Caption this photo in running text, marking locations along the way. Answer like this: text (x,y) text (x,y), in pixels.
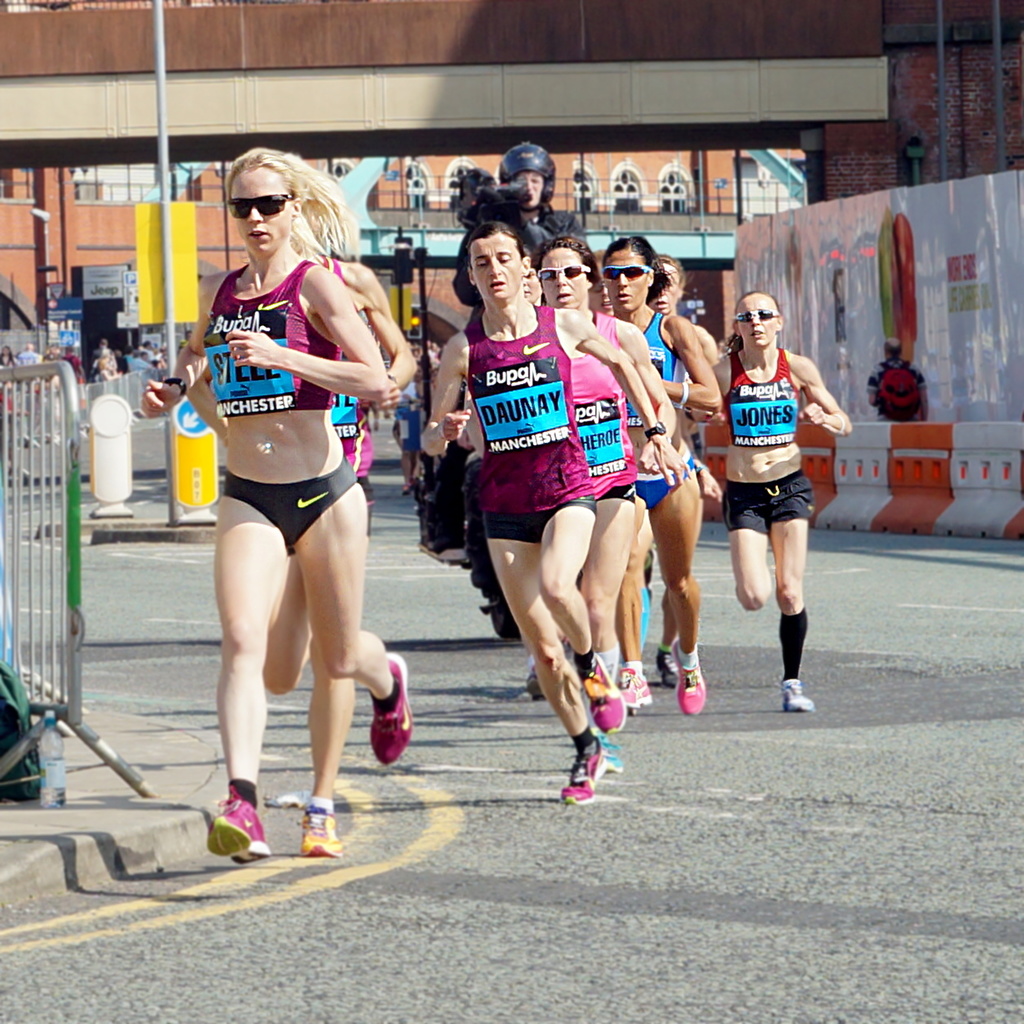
In the image we can see there are women (580,453) running on the road (459,818) and there is a person (555,235) holding video camera (508,210) in his hand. Behind there is a building (441,317).
